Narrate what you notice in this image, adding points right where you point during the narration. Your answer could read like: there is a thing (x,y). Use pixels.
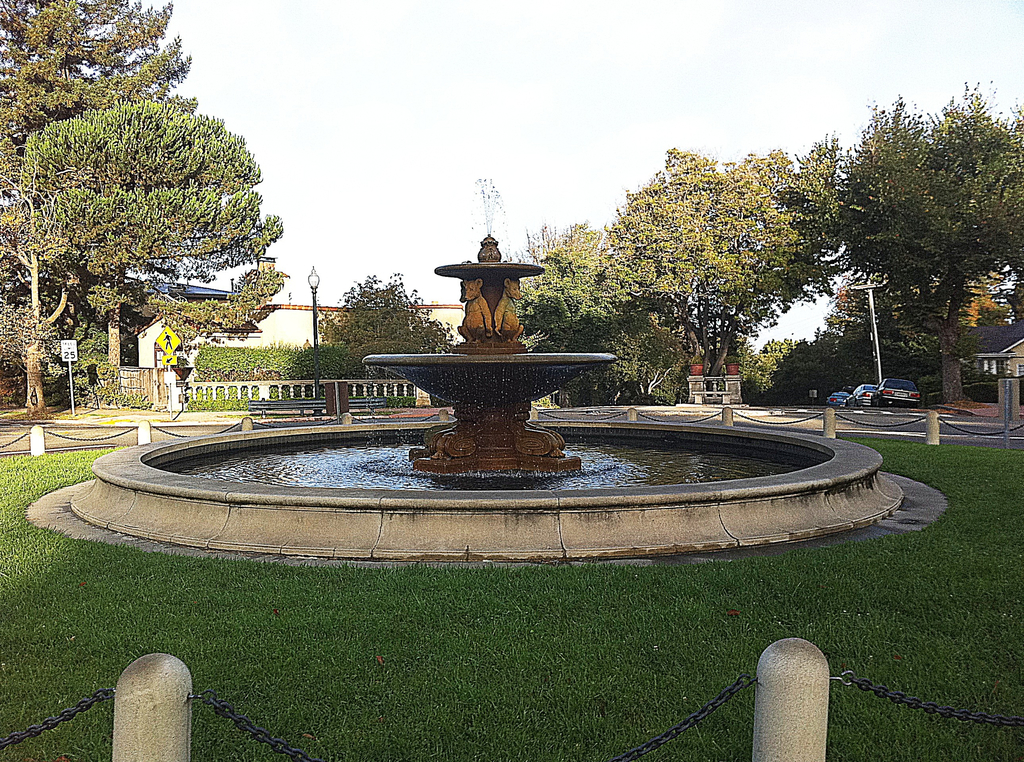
This picture is clicked outside. In the foreground (449,703) we can see the green grass (595,706), water (618,463) and two sculptures of animals (479,309) and there are some objects (903,424). In the background (420,201) we can see the sky (414,175), trees (886,300), poles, vehicles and the buildings (198,342).
